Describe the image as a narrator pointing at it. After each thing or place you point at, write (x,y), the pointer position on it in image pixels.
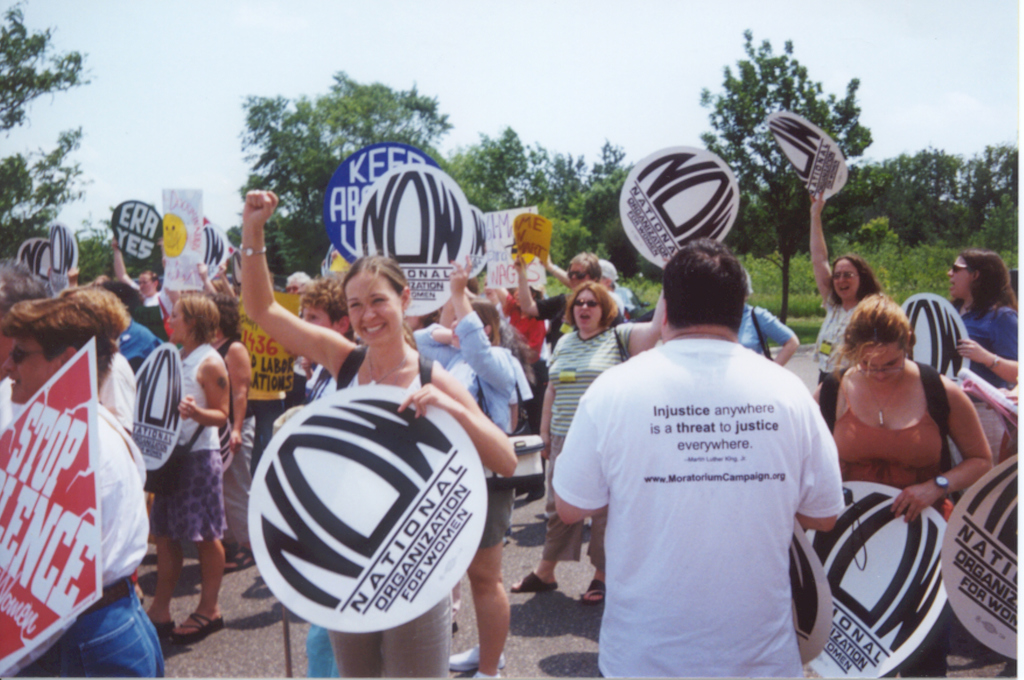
In this image, I can see a group of people (418,624) standing. Among them few people (119,516) are holding the boards (374,205) in their hands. In the background (350,143), I can see the trees (816,104). This is the sky (605,45).
